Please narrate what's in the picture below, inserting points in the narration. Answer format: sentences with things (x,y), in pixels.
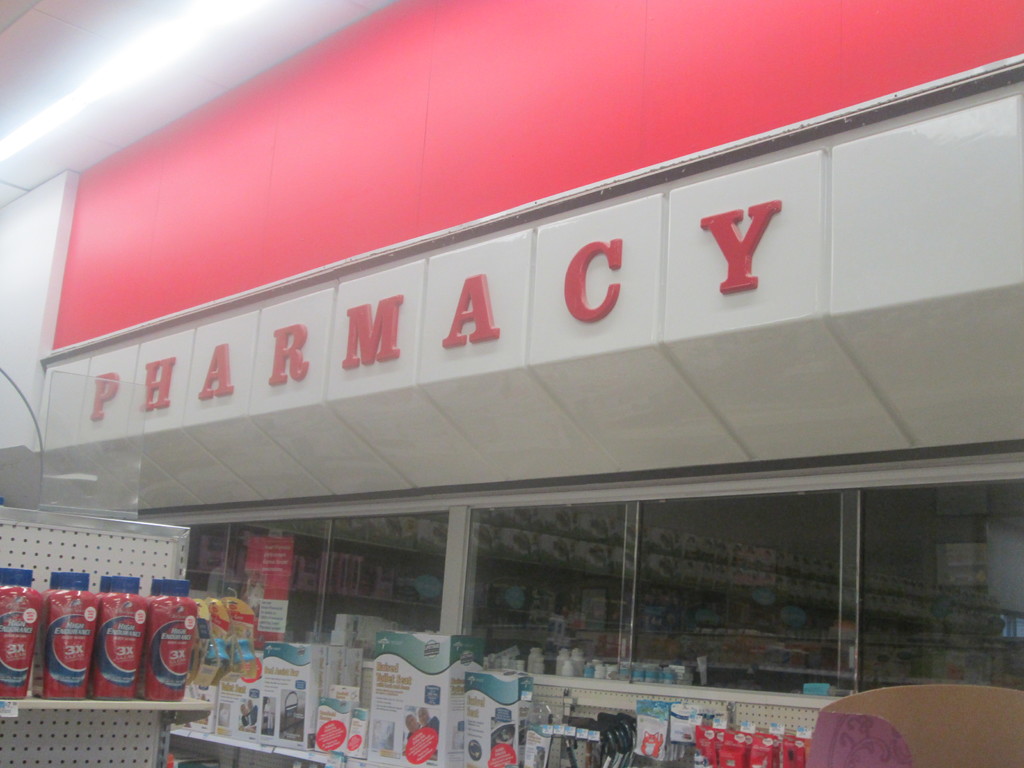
Here I can see a pharmacy (517,547). Here I can see many bottles (125,606) and boxes (447,691) which are arranged in the racks (694,613). At the top (324,78), I can see the wall (639,317) and a red color board (335,185).
